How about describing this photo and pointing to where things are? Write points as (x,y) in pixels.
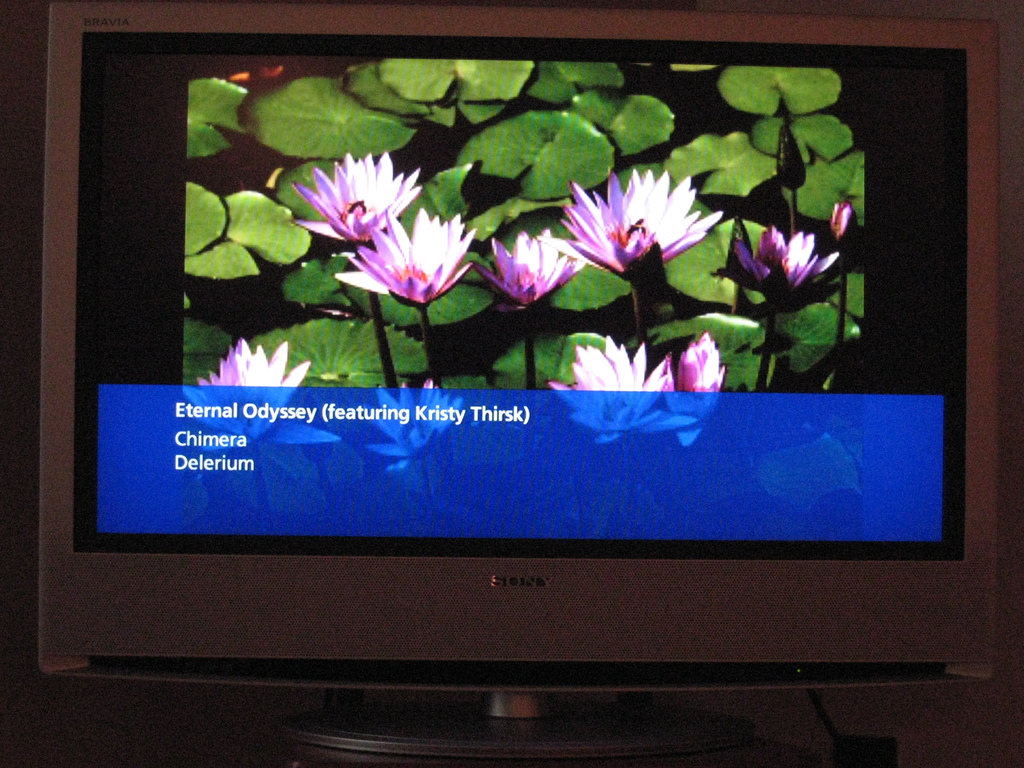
In this picture we can see a television (820,616), on this television (799,640) we can see flowers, leaves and some text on it.
